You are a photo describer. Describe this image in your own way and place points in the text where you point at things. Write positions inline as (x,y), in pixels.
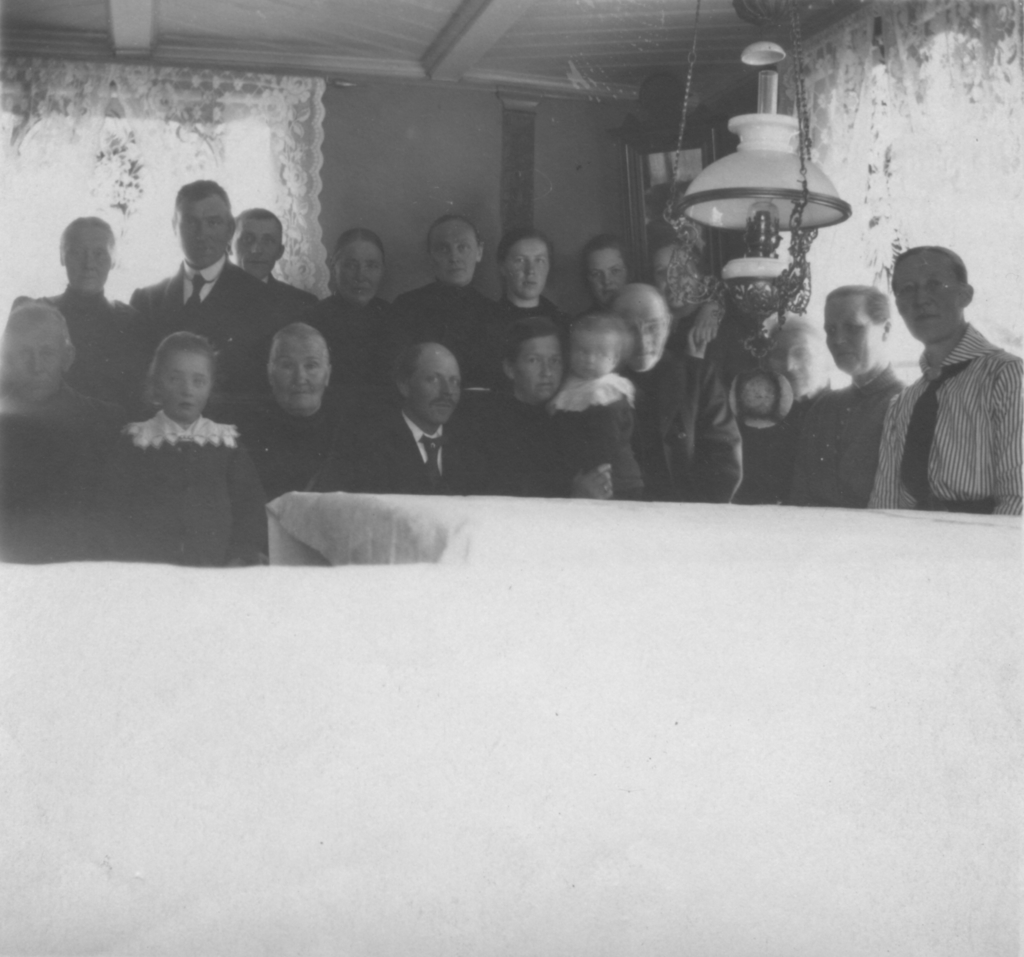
This image is a black and white image. This image is taken indoors. In the background (527,159) there is a wall (541,157) with windows (235,191) and curtains (125,90). At the top of the image (402,36) there is a ceiling (591,49) with a chandelier (756,186). At the bottom of the image (334,814) there is an object (567,827). In the middle of the image (370,350) a few people (234,347) are standing.
